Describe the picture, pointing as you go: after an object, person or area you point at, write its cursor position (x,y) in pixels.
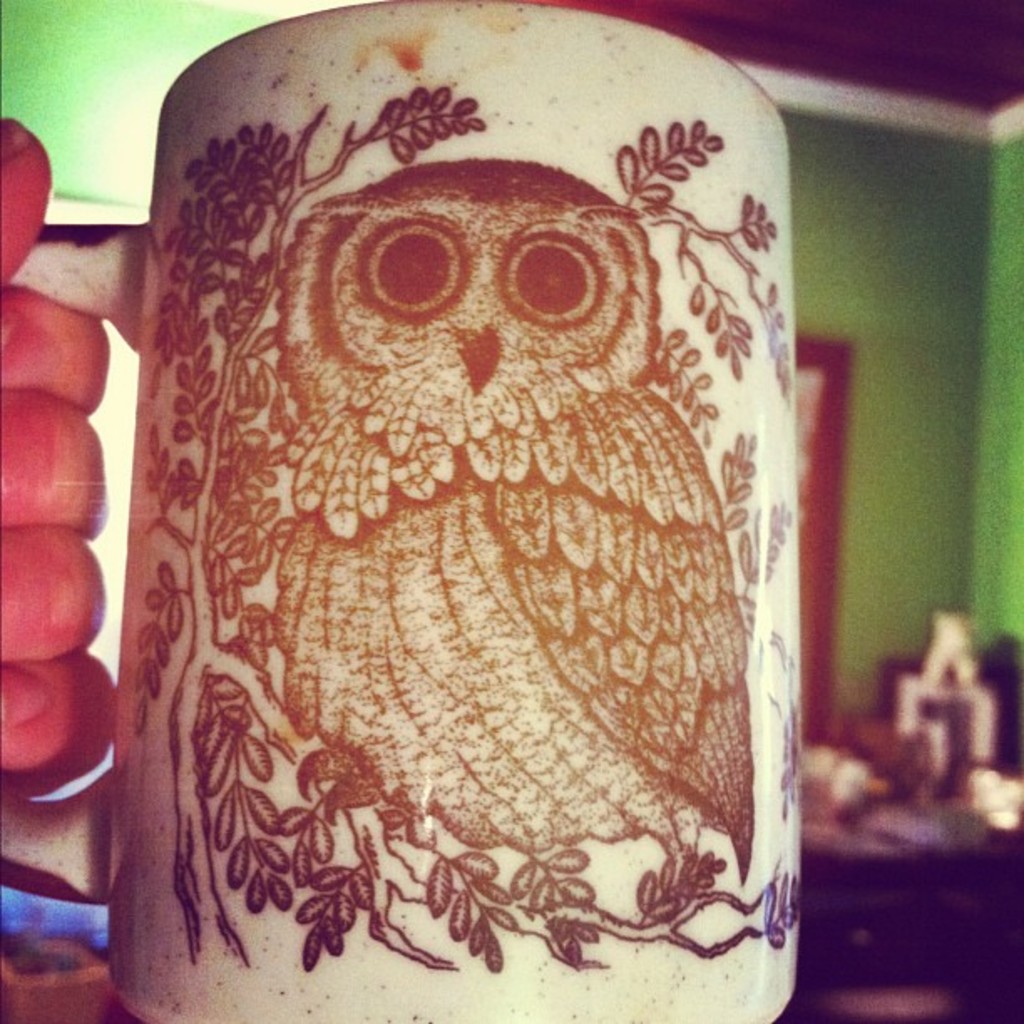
In this image we can see a human hand (52,454) is holding a cup (329,454). In the background (804,214), we can see the wall (882,230) and the roof (825,72). On the right side of the image (970,713) we can see some objects (966,758).
